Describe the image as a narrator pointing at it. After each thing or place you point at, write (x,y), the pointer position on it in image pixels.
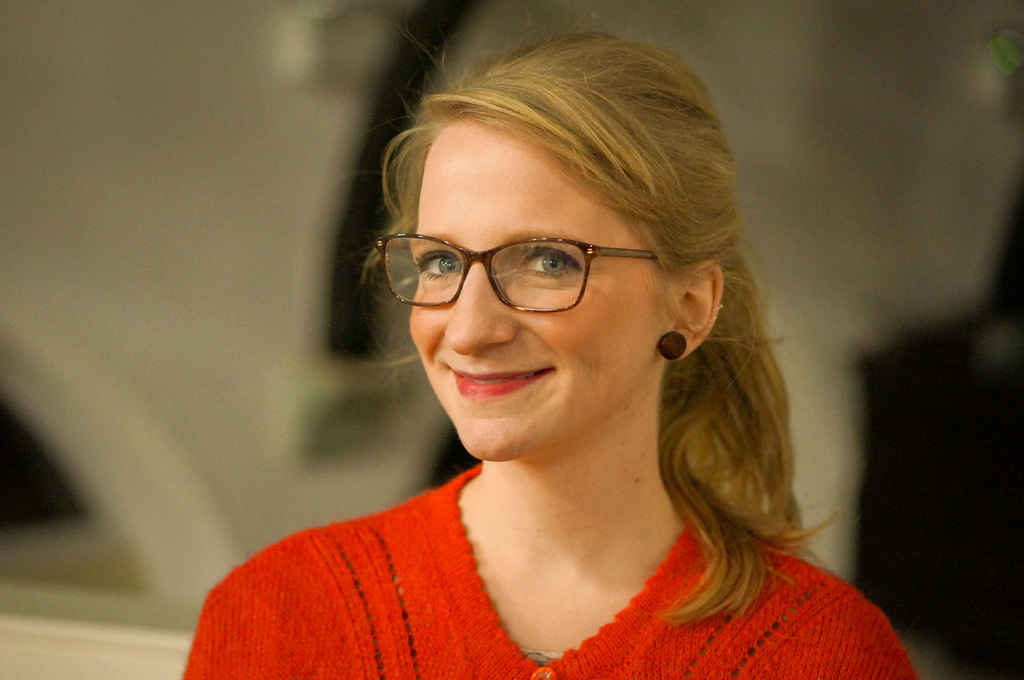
In the center of the image (588,325) we can see a lady (570,540) wearing a red dress (382,613). She is smiling.
